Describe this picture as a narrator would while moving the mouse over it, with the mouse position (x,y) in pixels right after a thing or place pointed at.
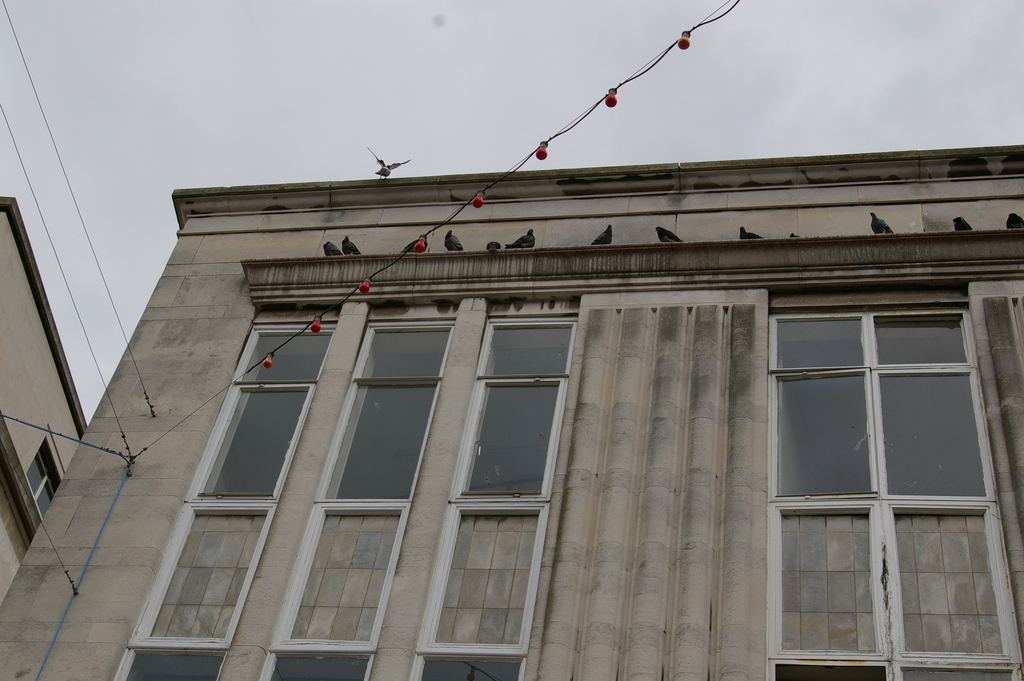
In this image in the middle (569,439), there is a building (636,507) on that there are windows (552,473), glasses (855,460), birds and wall (661,573). On the left (63,201) there are cables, buildings (48,341), bird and sky (331,141).
